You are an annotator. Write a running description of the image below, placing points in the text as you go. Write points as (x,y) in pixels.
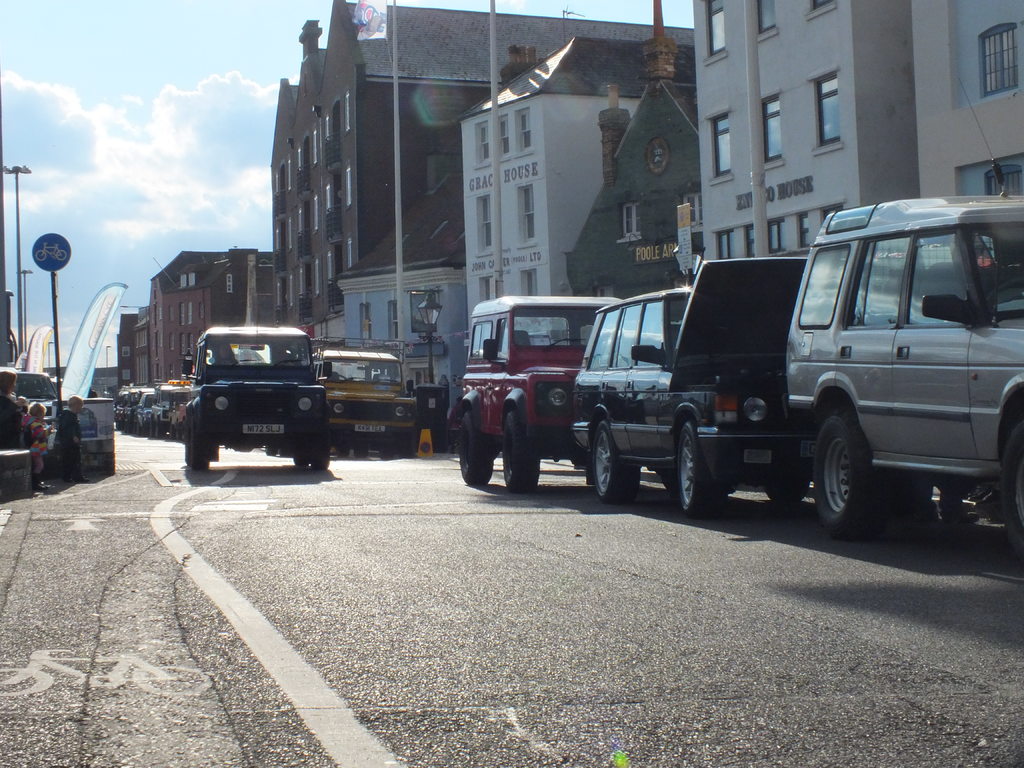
On the left side of the image (47,258) we can see the poles (6,324), boards (103,412) and some people (61,435) are standing. In the background of the image (996,25) we can see the buildings (930,133), windows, poles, vehicles (509,351), light (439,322), boards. At the bottom of the image (353,646) we can see the road (405,625). At the top of the image (258,117) we can see the clouds (212,143) are present in the sky (254,239).
